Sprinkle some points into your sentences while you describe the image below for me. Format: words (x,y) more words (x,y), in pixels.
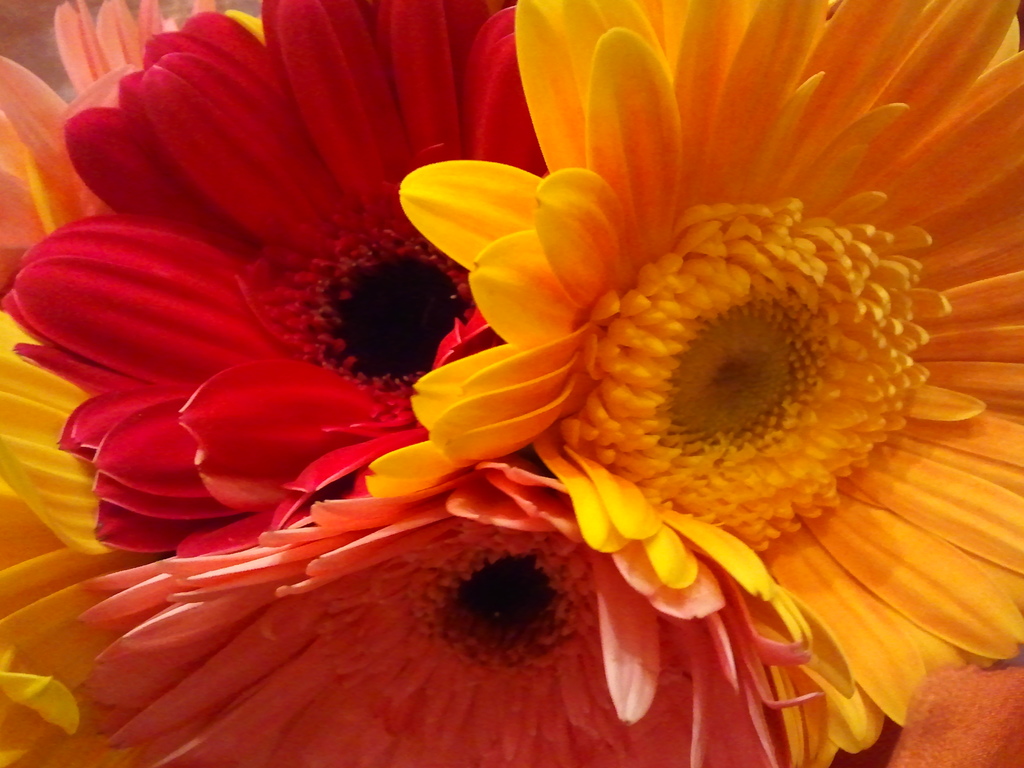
In the image we can see some flowers (513,116).
